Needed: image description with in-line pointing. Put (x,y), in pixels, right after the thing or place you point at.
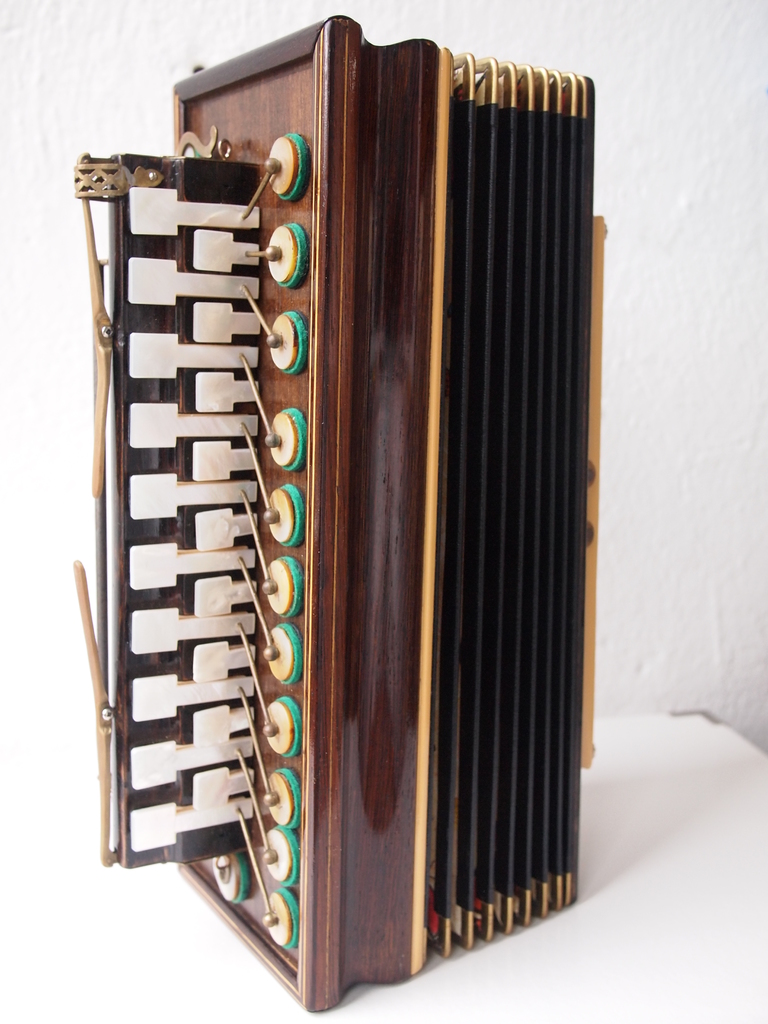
In this picture we can see a musical instrument (349,715) on a platform (67,881) and we can see a wall (760,291) in the background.
